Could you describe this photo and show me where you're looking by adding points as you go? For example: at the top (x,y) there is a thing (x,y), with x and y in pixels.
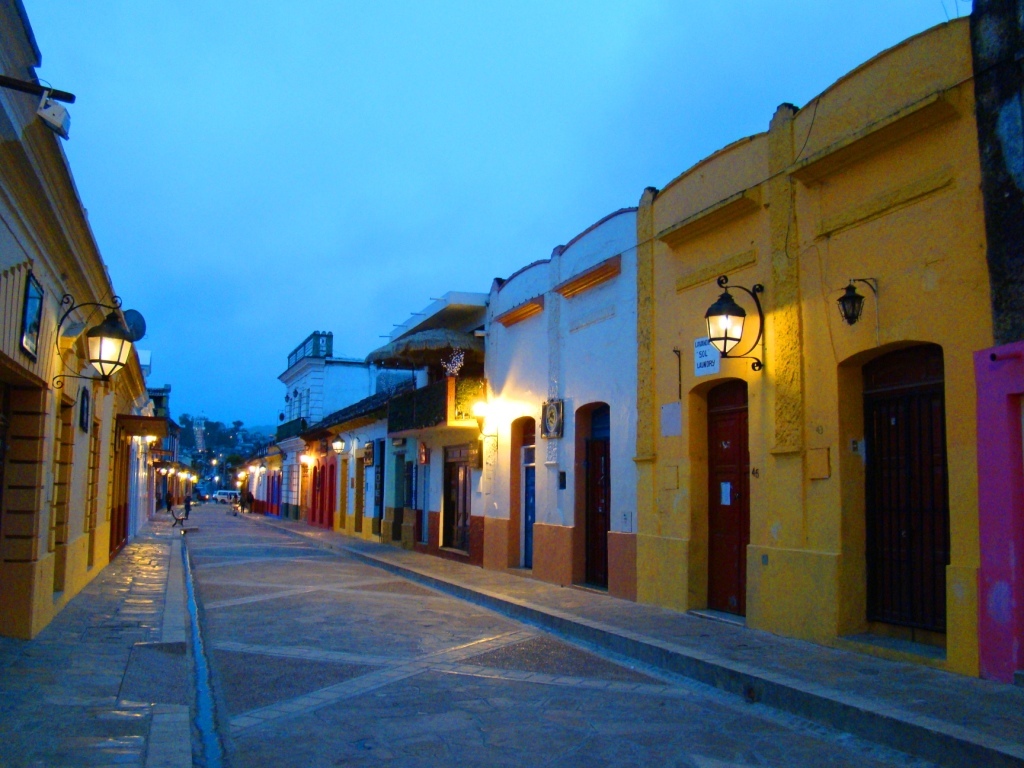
In this image I can see in the middle (357,501) there are houses (364,509) and lights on either side of this image, at the top (401,85) there is the sky (363,83).
